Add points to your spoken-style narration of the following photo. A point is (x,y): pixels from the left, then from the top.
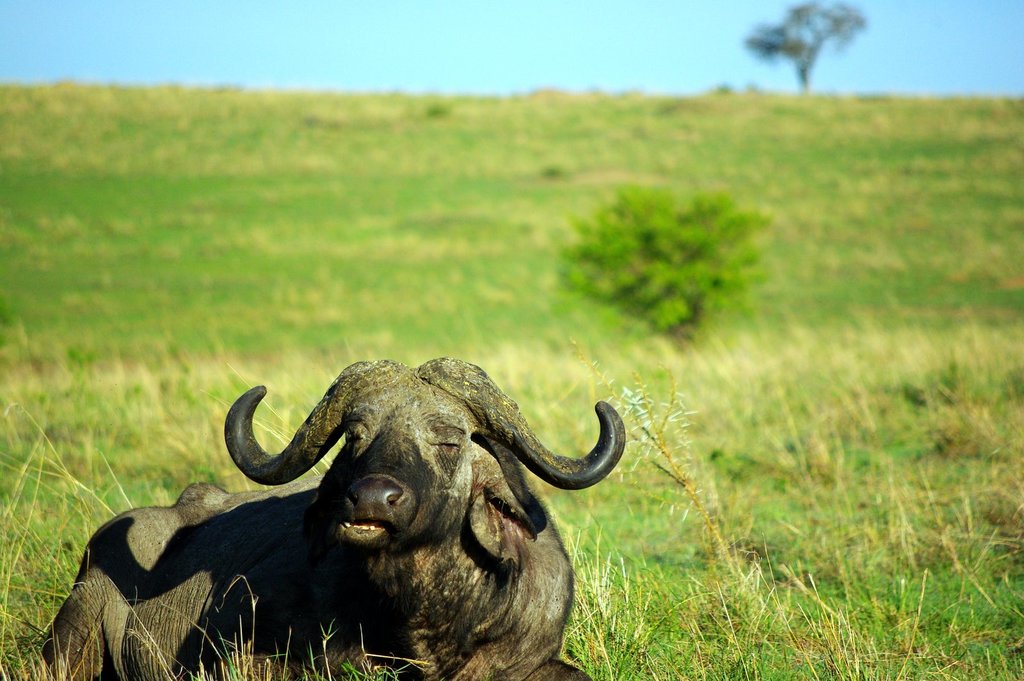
In this image in the foreground (363,548) there is one animal (299,449), at the bottom (219,460) there is grass (782,204) and in the background (724,260) there are trees (785,42). At the top (619,76) there is sky (529,70).
